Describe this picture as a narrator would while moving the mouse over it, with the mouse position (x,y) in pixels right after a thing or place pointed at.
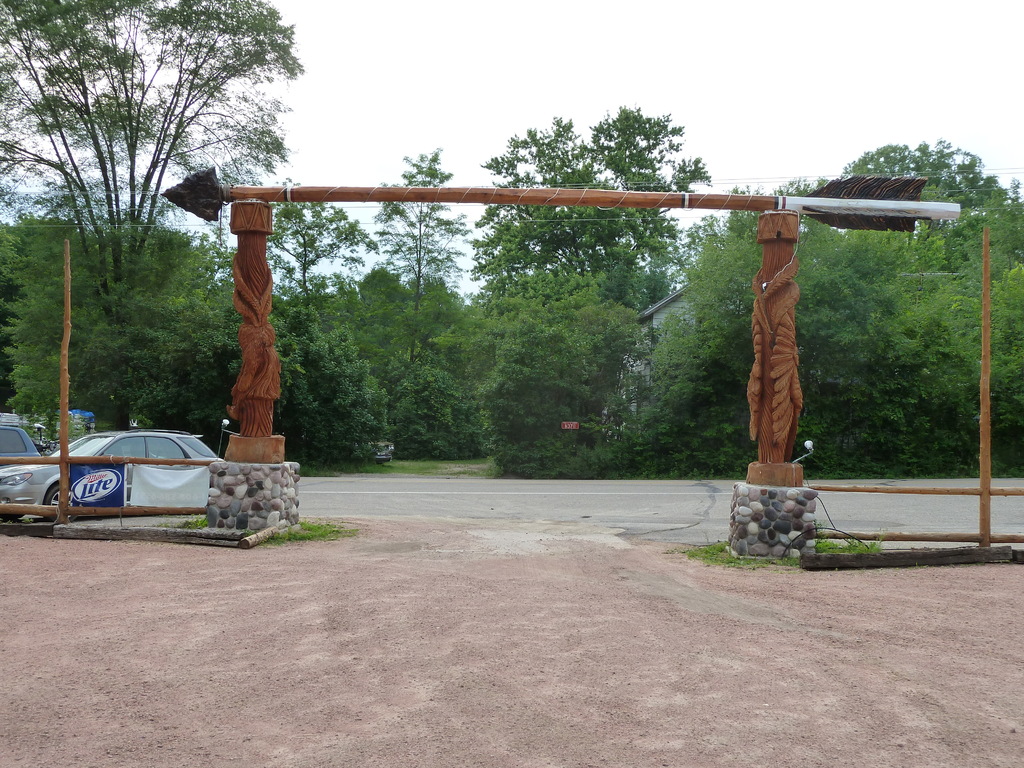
In the picture we can see an entrance (763,499) with a wooden pillar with some designs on it and on it we can see an arrow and besides the entrance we can see some bamboo sticks railing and some cars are parked near it and in the background (493,517), we can see a road (525,514) and some plants (507,455), trees (467,415) and house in the trees (543,404) and we can also see a sky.
